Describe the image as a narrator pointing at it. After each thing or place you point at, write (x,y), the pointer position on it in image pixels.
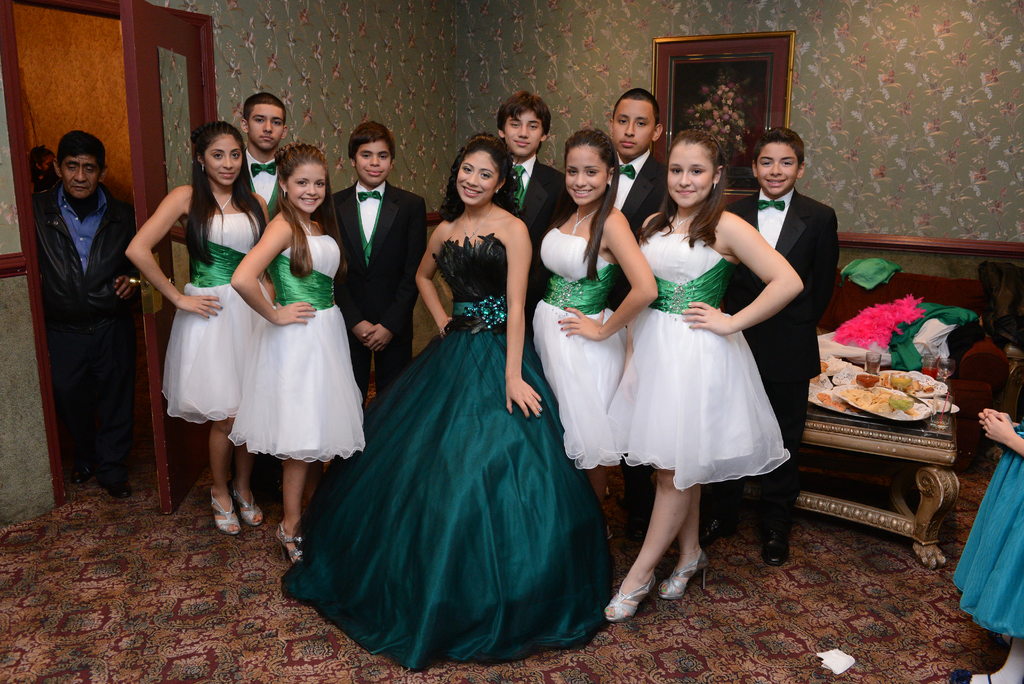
In this image, we can see people (576,383) posing and in the background (698,83), there is a frame (696,69) placed on the wall (505,59) and we can see a door (162,71) and there are some food items (897,390) placed on the stand (926,438). At the bottom (280,627), there is floor (280,637).
